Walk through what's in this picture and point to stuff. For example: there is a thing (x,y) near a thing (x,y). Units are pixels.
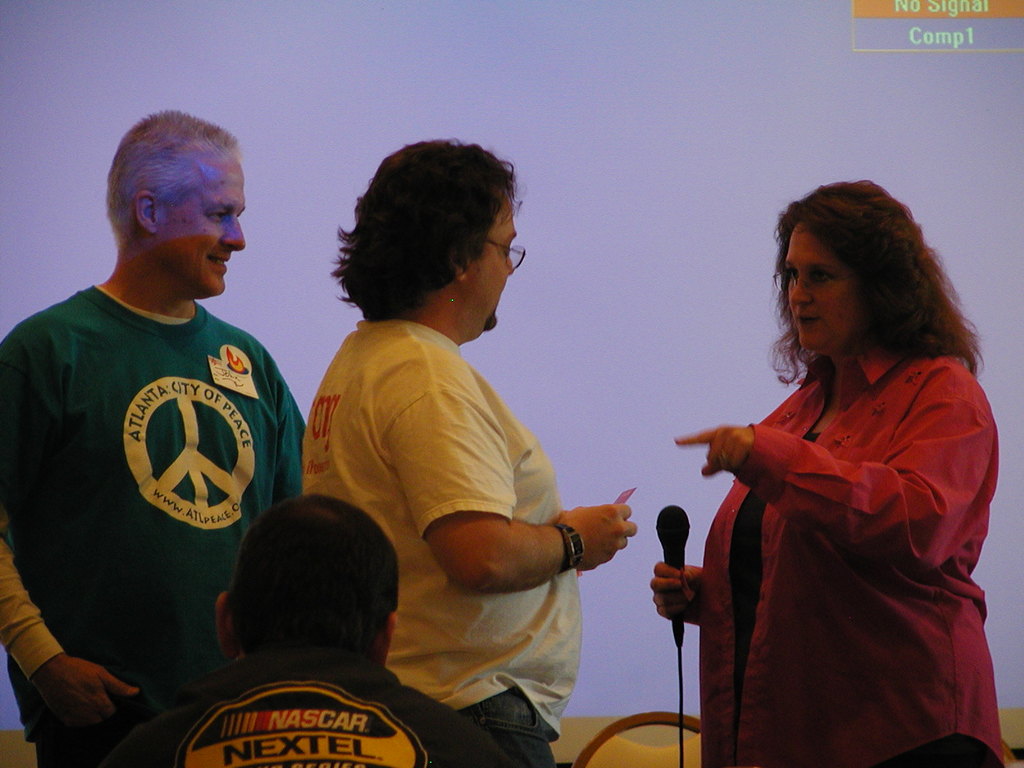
in this image i can see four people (334,527). the person (304,718) at the front (304,714) is sitting. there are three more people (361,472) behind him. the person (760,448) at the right most (803,449) is wearing a red shirt (806,456) and holding a microphone (677,539) in her hand (677,584). the person (390,469) in the middle (433,468) is wearing a yellow t shirt (431,457) is listening to the person (802,479) at the right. at the left corner of the room (356,441) there is a man (264,437) standing wearing a green t shirt (215,437) and listening to them.
